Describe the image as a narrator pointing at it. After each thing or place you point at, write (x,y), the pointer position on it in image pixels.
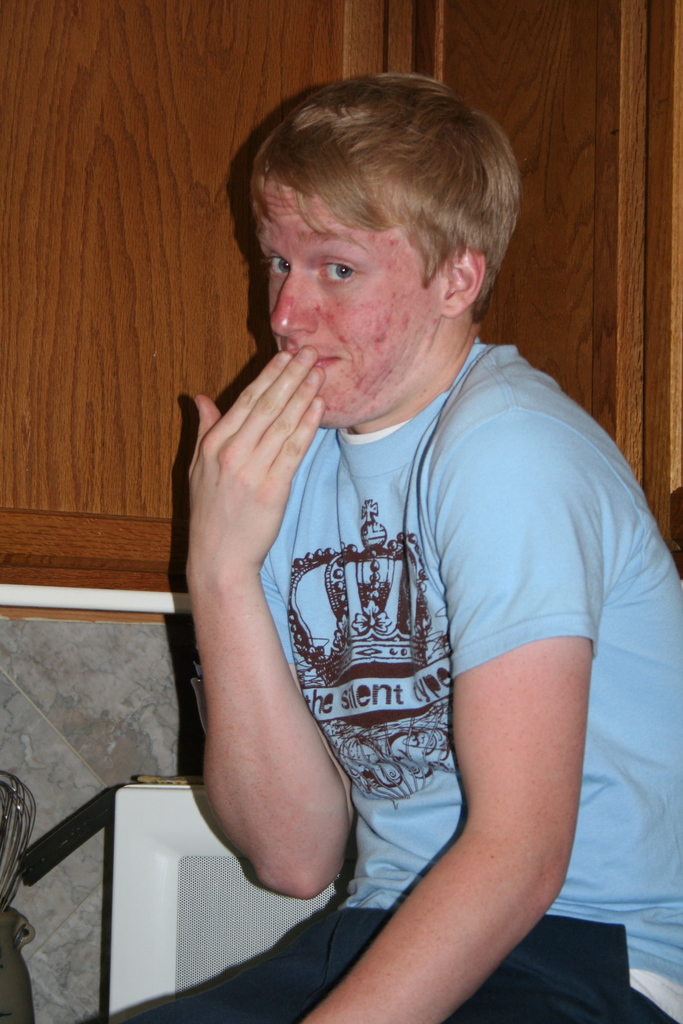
In this picture we can see a boy (461,500) wearing blue color t-shirt (474,599), sitting in the front (499,511) and giving his pose into the camera. Behind there is a wooden cabinet door (123,264).
